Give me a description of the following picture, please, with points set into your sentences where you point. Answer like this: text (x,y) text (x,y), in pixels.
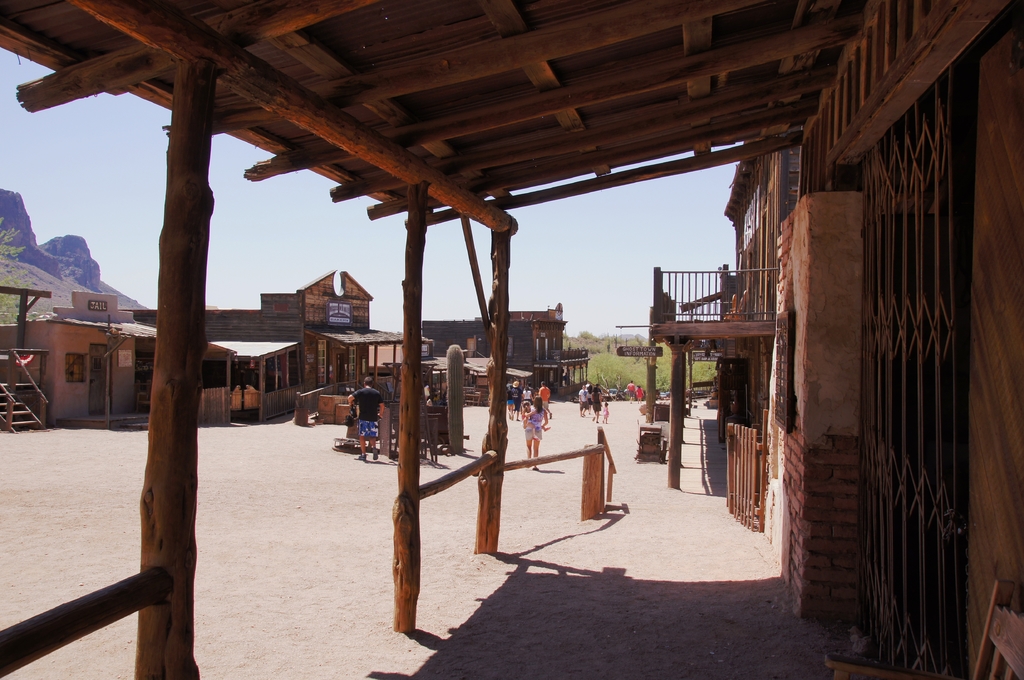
In the right side (801,67) it's a wooden roof (601,100) few people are walking in the middle (521,406).
